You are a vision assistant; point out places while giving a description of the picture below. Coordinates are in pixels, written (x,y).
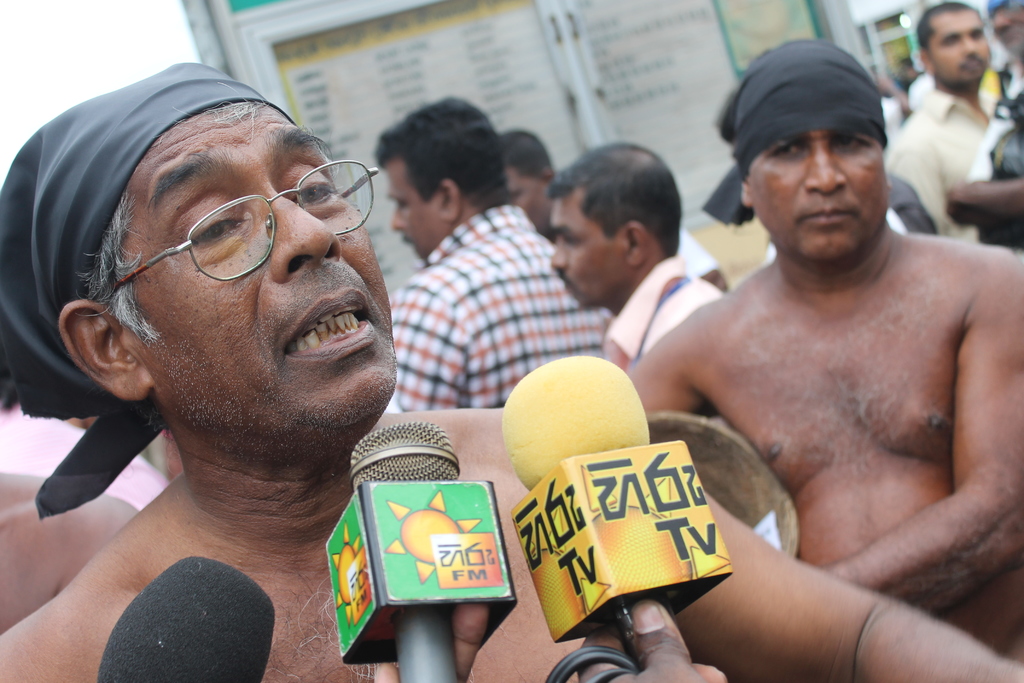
There is a man (208,443) wearing specs (200,229) and a black scarf (89,186) on head (155,170) is speaking. In front (582,554) him there are mics (453,543). In the back (649,227) there are many people (664,215). Also there is a wall (577,69) with something written on that. And it is looking blurred.
